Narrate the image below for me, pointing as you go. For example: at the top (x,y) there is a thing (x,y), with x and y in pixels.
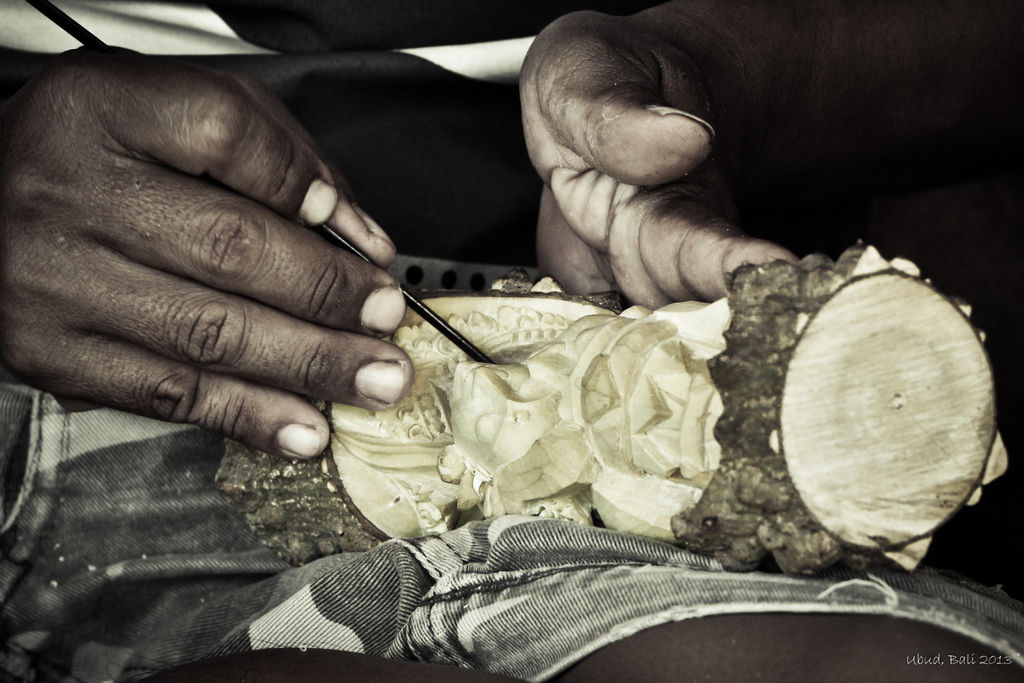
In this image in the center (363,283) there is one person (239,411) who is doing some art, and he is holding a wooden stick (501,454).
